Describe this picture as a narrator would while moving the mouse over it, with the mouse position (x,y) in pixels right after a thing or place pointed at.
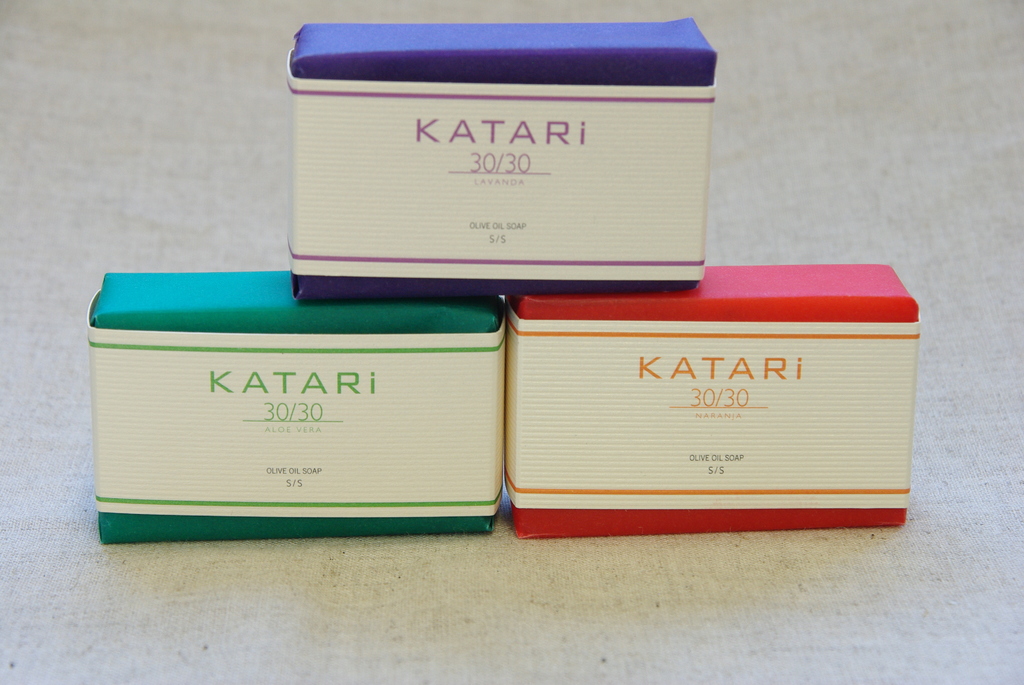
In this image there is a table (933,210), on that table (902,189) there are boxes (302,436), on that boxes (383,321) there is some text (561,137).
